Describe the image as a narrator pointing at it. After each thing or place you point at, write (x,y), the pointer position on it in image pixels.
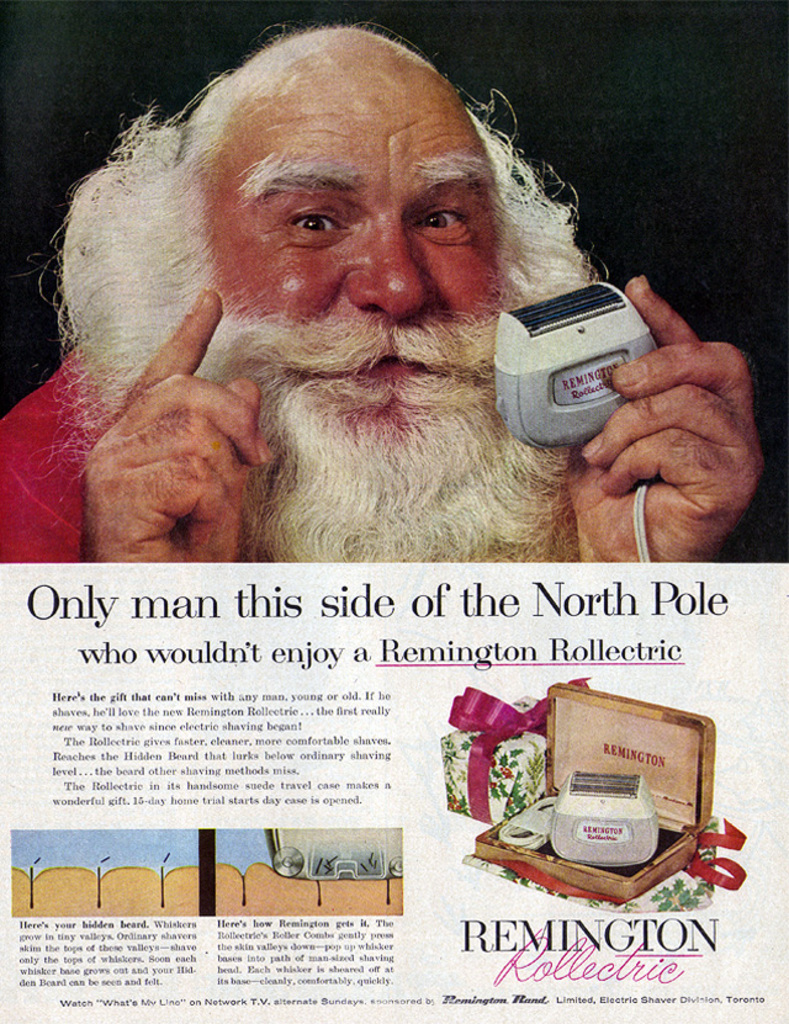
In this picture we can see a paper (767,739), there is a picture (382,346) of a person (382,276) and some text (284,709) on the paper (249,815), we can see a depiction (564,759) of a gift box (473,751) on the right side (563,782).
